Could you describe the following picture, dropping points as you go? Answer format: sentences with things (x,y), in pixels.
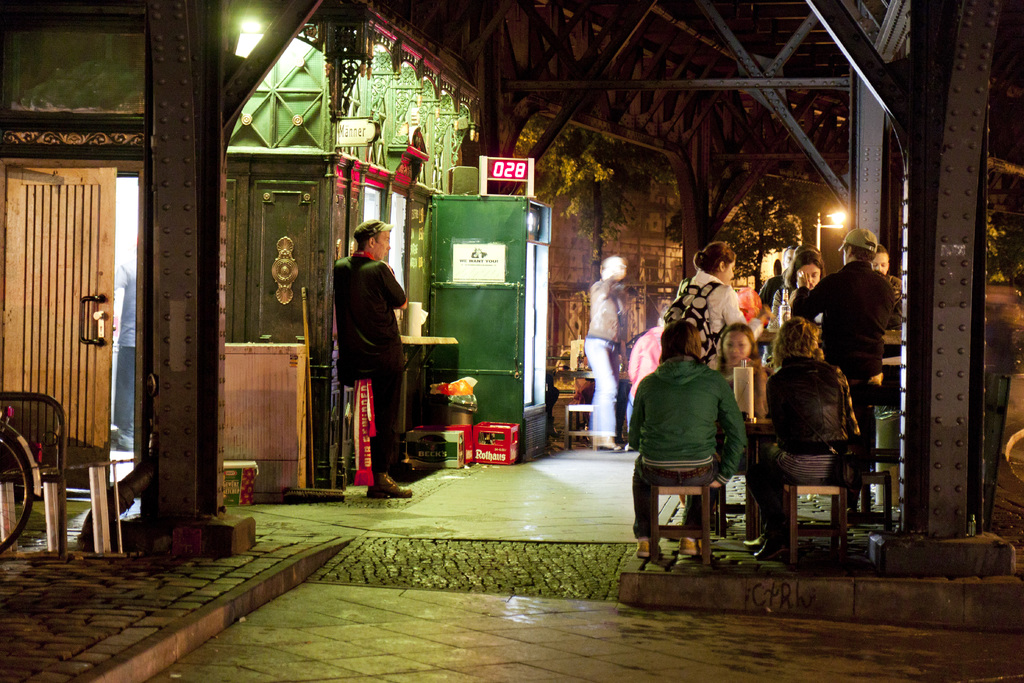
This picture describes about group of people (709,475), few are sitting and few are standing, in front of them we can find few bottles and other things (752,383) on the tables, in the background (440,349) we can see a refrigerator (513,318), trees (625,178), lights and buildings (663,213), on the left side of the image (12,441) we can see a bicycle (31,500).
